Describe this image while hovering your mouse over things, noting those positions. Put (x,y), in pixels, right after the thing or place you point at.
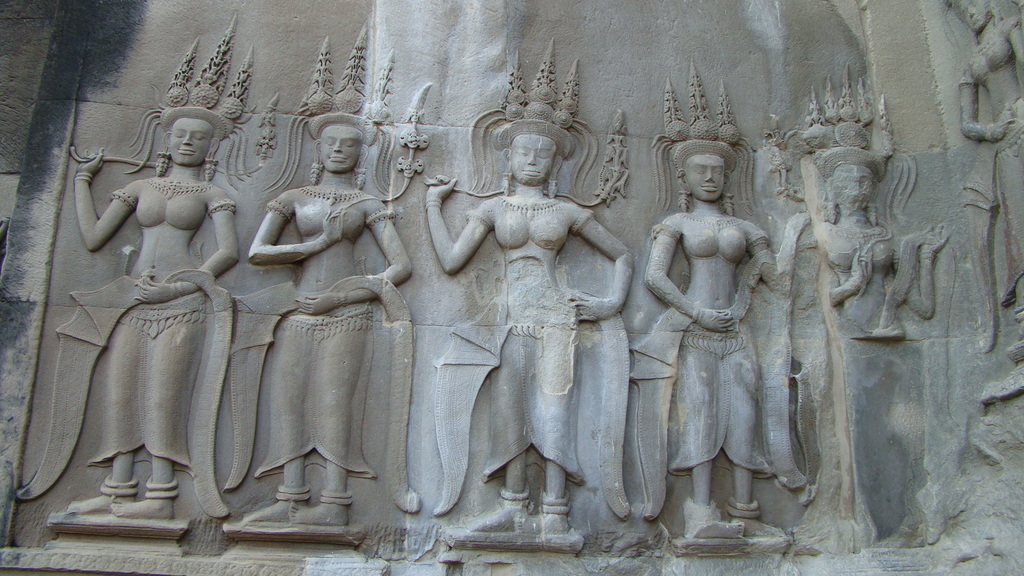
In this image we can see some sculptures (147,492) on the wall (472,86).
